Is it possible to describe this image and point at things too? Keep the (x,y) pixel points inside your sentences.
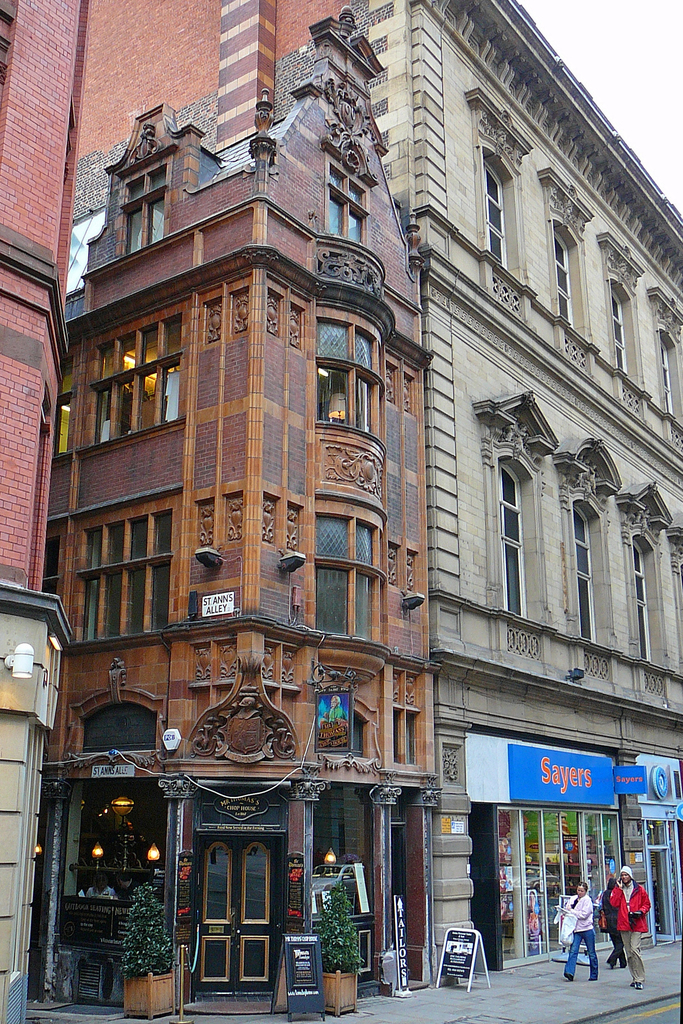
This picture is clicked in the city. In the right bottom of the picture (600,913), we see three people (592,943) walking on the sidewalk (652,965). Beside them, we see buildings (467,879) and these buildings (360,507) are in red and brown color. At the bottom of the picture (294,968), we see black color boards (301,1006) with text (299,972) written on it. Beside that, we see flower pots (163,1004). At the top of the picture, we see the sky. We see a blue color hoarding board (609,788) with text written as "SAYERS".
